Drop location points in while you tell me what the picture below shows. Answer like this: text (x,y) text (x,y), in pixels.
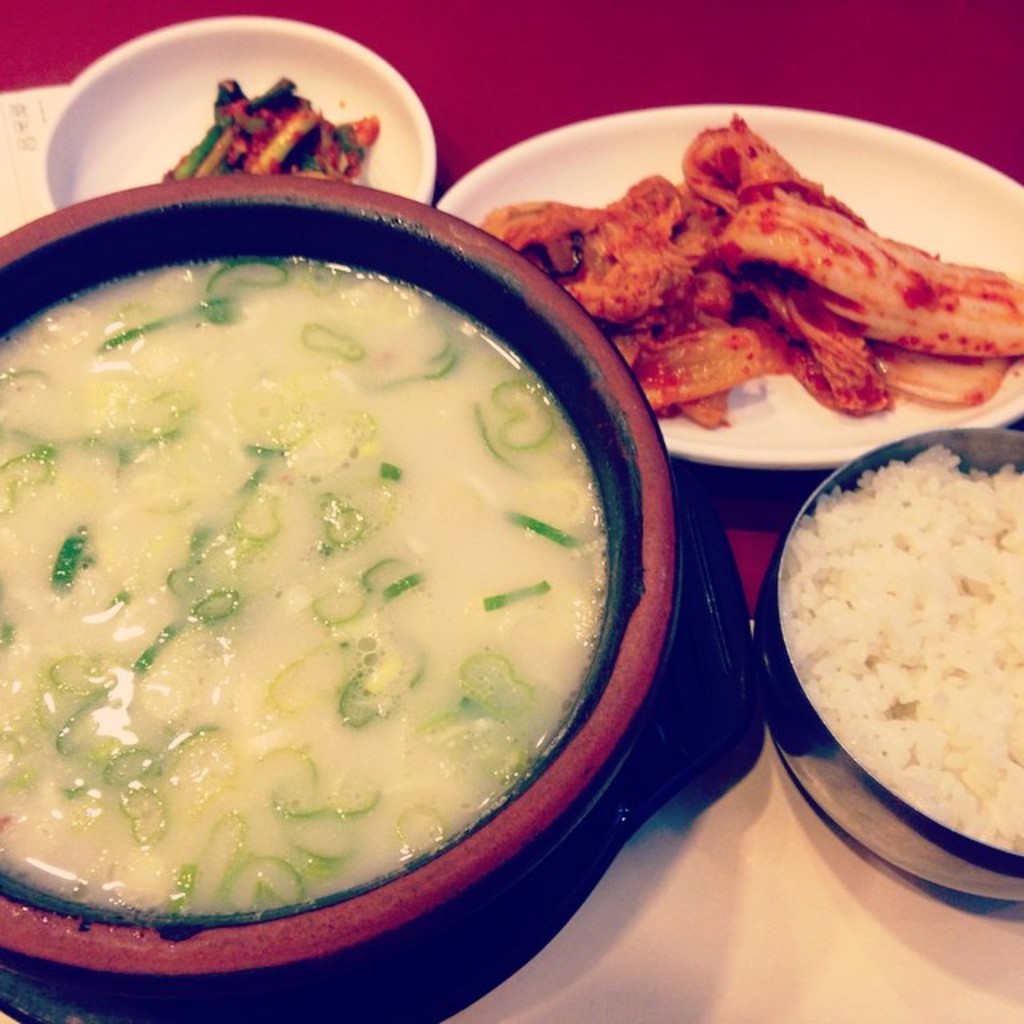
In this image we can see a group of bowls (799,756) containing food (491,676) are placed on the surface (782,27). In the background (32,163), we can see the paper (25,150).
